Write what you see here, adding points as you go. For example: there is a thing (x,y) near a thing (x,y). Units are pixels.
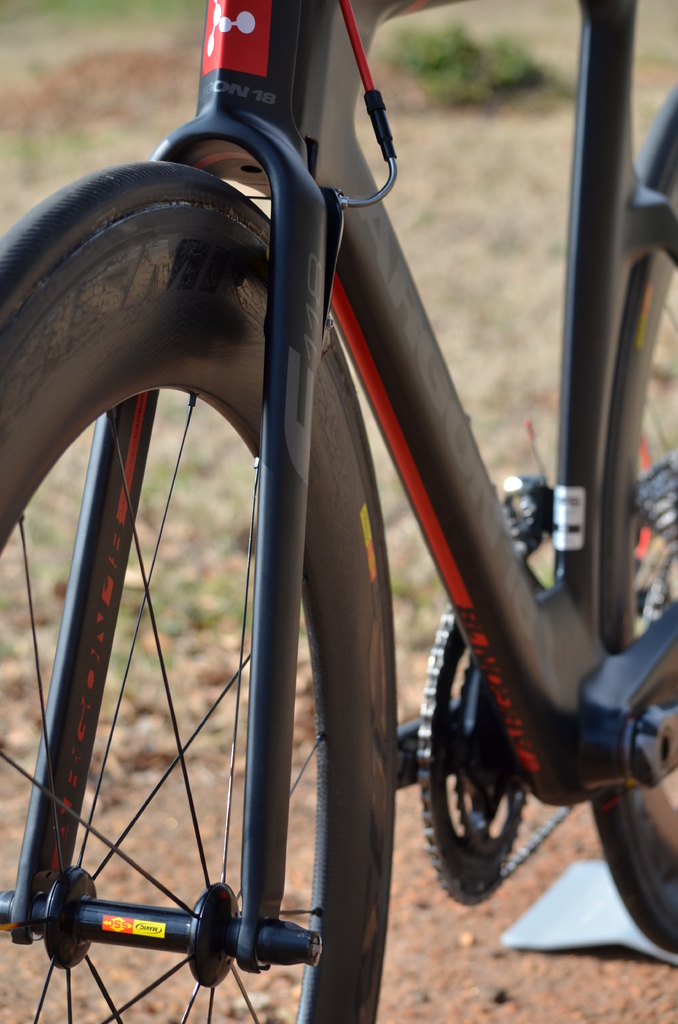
We can see bicycle (316,628) on the surface (456,14). In the background (458,43) it is blur.
